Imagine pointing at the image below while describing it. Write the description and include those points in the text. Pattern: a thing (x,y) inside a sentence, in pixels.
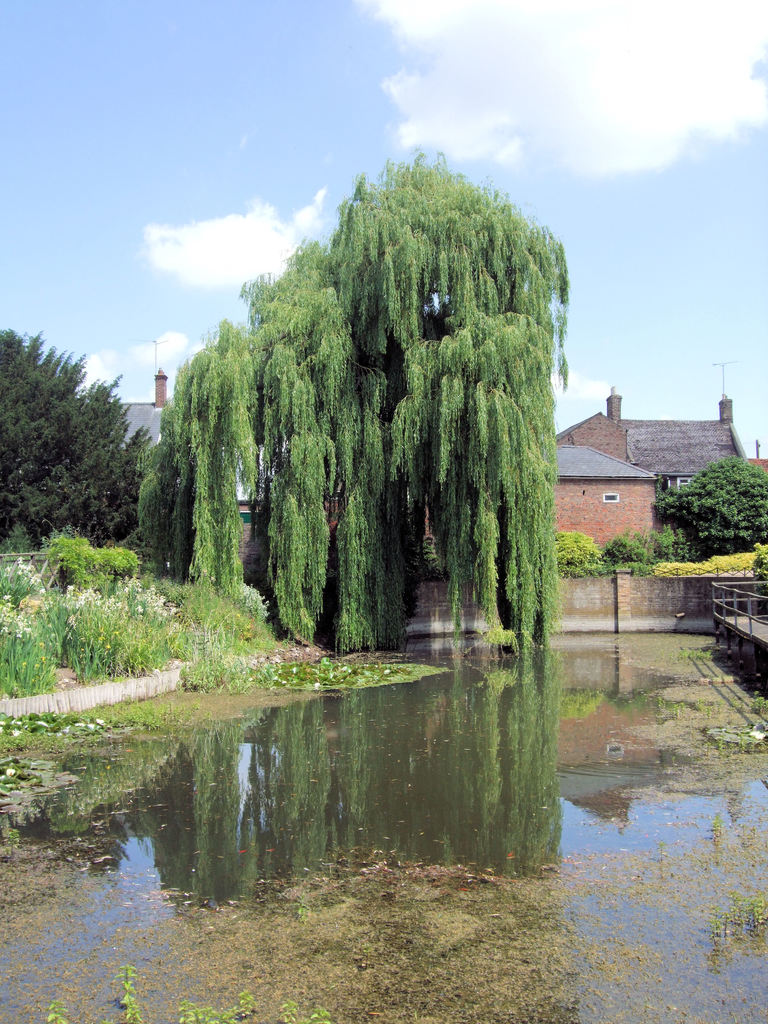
In this picture we can see many buildings (672,479). On the left (120,489) we can see many trees (225,580). At the bottom (617,733) there is a water (377,1014). On the right (753,617) there is a fencing (767,614) near to the wall (739,577). Behind the wall (694,598) we can see the plants (703,572), trees (707,535) and grass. At the top (411,41) we can see sky (290,29) and clouds (519,98).
